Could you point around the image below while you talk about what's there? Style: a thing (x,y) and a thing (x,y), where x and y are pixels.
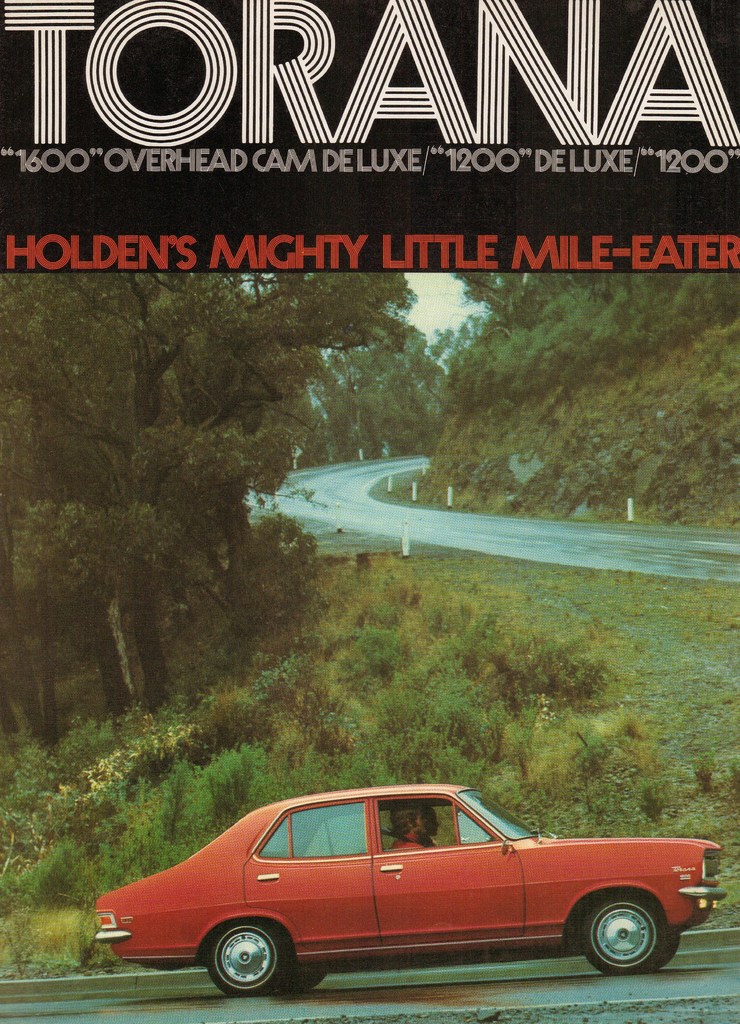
At the bottom of the image (298,886) persons (404,813) in car (509,895) on the road (339,999). In the background (140,754) we can see trees (57,386), plants (273,600), road (380,520), hill (544,487) and sky (450,317). At the top of the image (387,157) there is a text (289,153).
